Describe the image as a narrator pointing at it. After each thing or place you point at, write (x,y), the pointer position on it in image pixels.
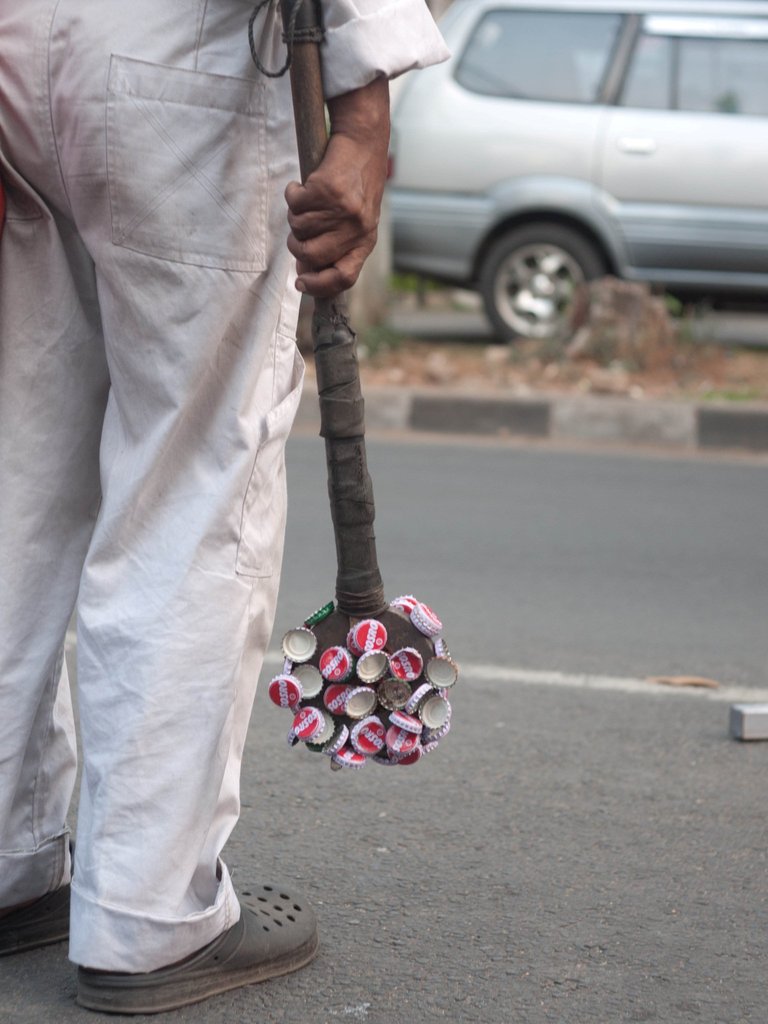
This is the picture of a place (222,189) where we have a person (222,189) who is holding the thing (350,623) to which there are some bottle lids (370,626) and to the side there is a car (491,315).
